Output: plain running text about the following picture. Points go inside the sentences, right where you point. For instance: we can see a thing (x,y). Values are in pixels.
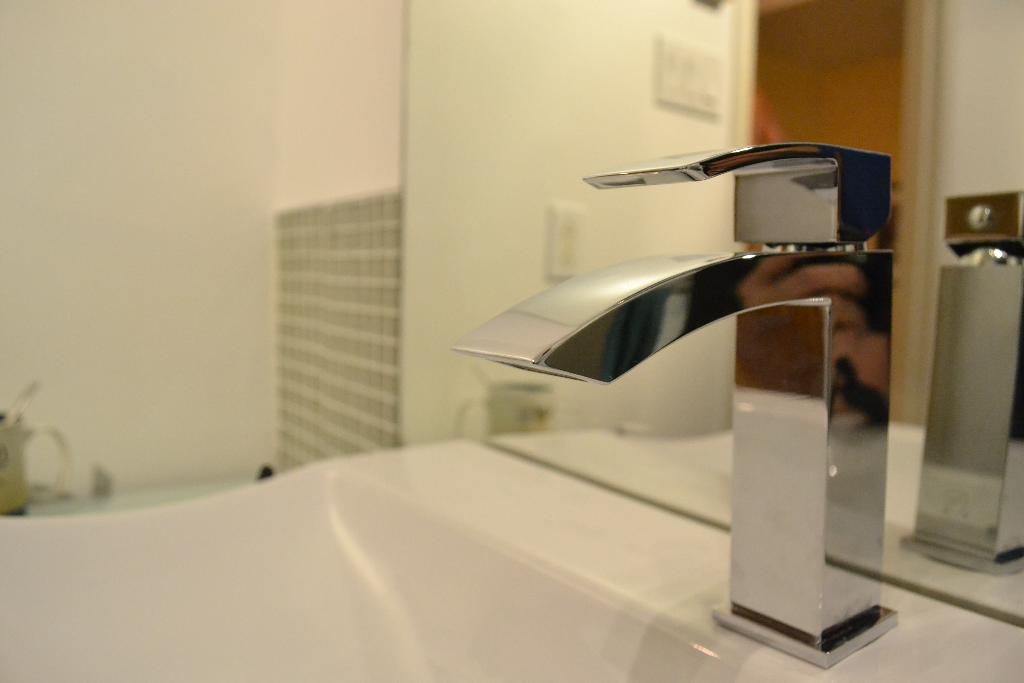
In this image we can see wash basin (411,553) with tap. Near to that there is a mirror (747,65). Also there is a cup (16,439).
